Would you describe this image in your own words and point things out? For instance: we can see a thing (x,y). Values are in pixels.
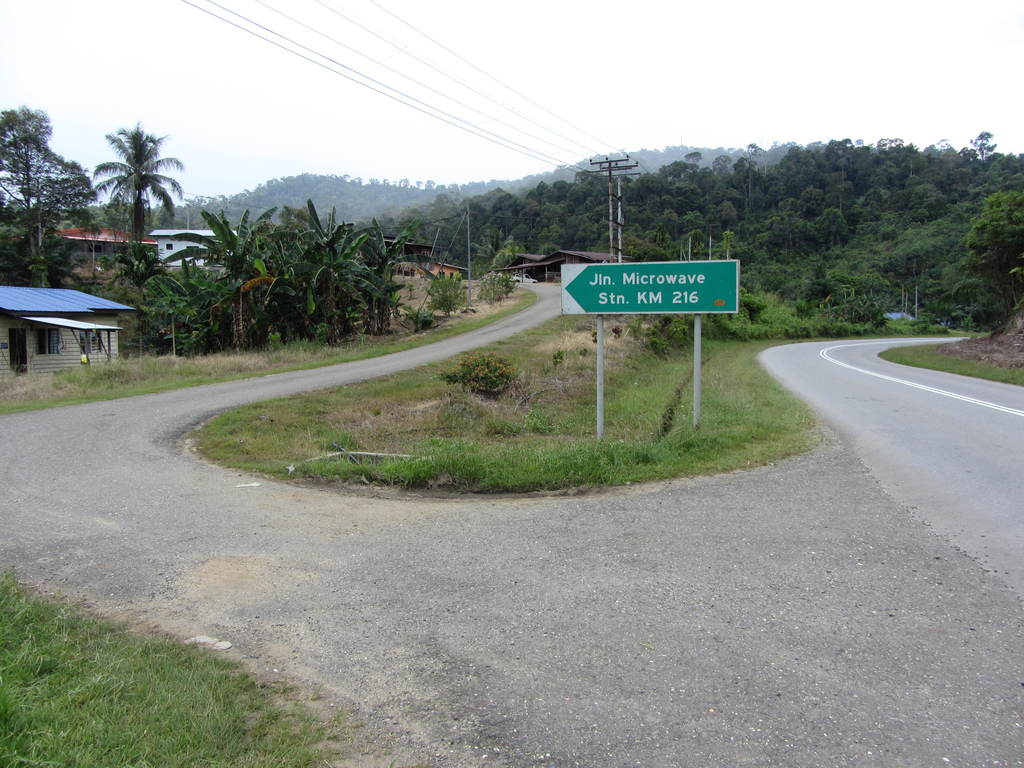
In this image we can see the houses (123,235), trees (358,226), grass (61,721), road (577,615) and also the informational board (661,282). We can also see the electrical poles (619,160) with wires (579,165). Sky (504,114) is also visible.
